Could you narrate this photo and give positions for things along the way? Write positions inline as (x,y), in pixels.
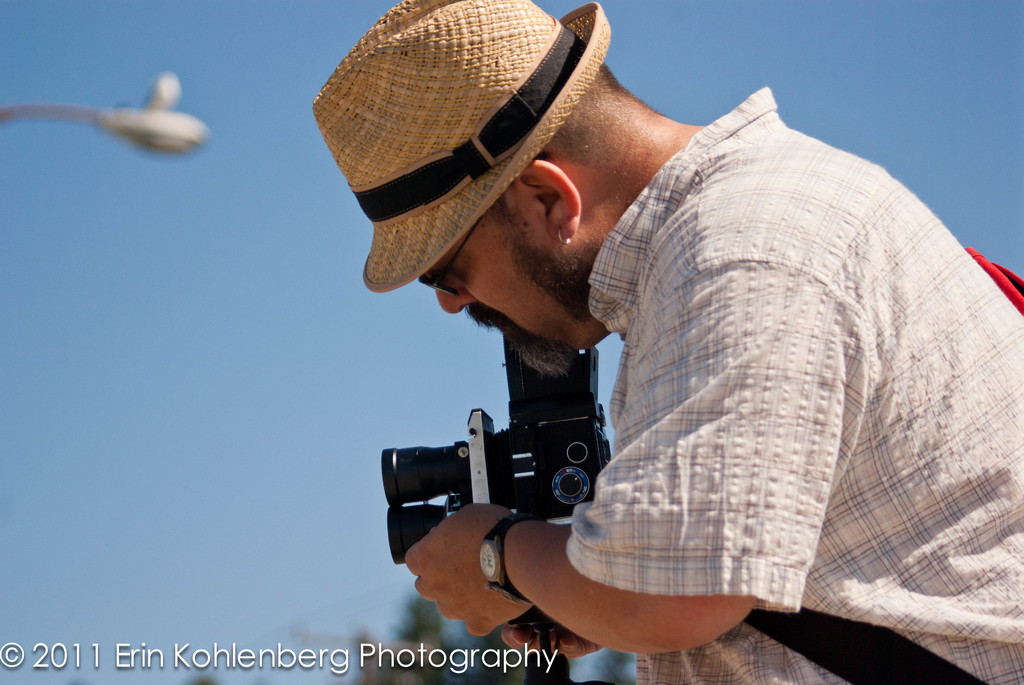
In the foreground of this image (718,344), on the right (729,326), there is a man (746,381) wearing a hat (502,173) and holding a camera (537,465). In the background (237,463), there is the sky (238,259) and a street light (142,133).
